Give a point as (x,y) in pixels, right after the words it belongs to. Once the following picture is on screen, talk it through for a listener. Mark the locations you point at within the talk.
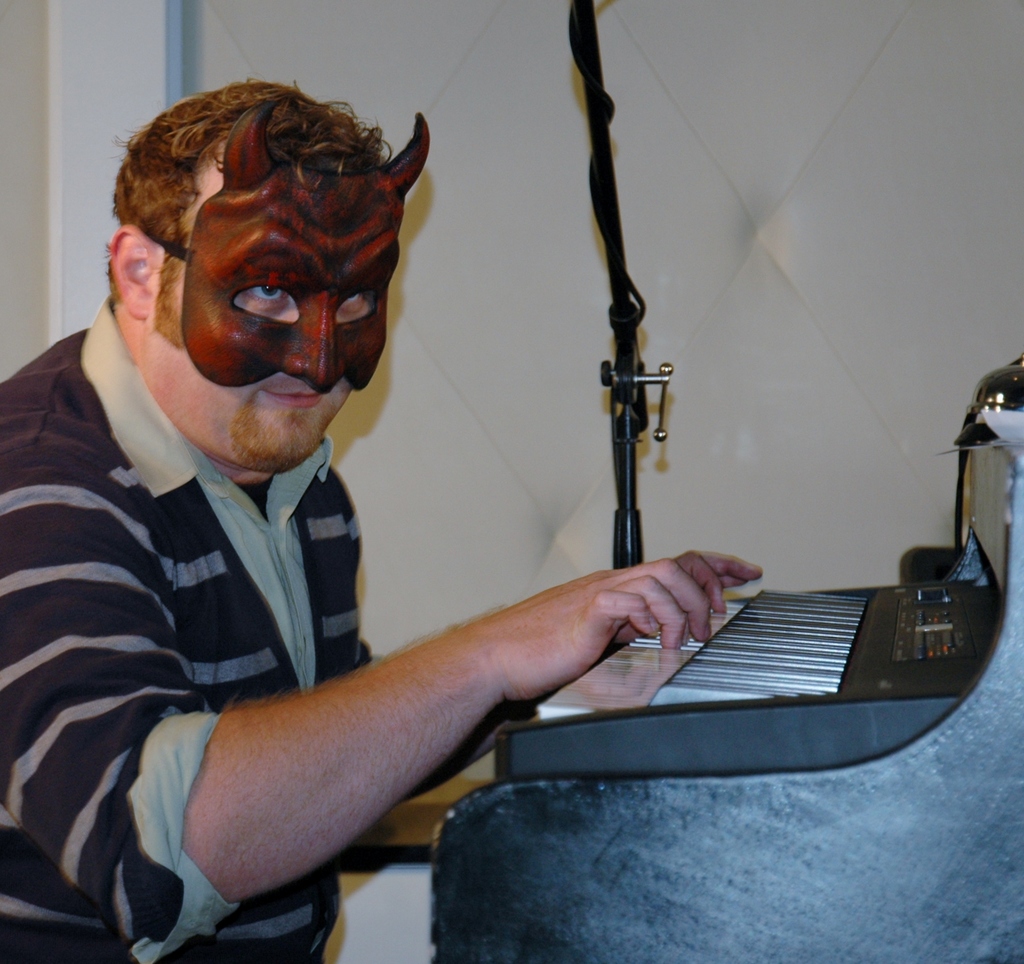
In this image there is a man (324,412) sitting, wearing a mask (365,364) and playing a piano (697,775) and back ground (538,42) there is a wall (95,87), and a rod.
